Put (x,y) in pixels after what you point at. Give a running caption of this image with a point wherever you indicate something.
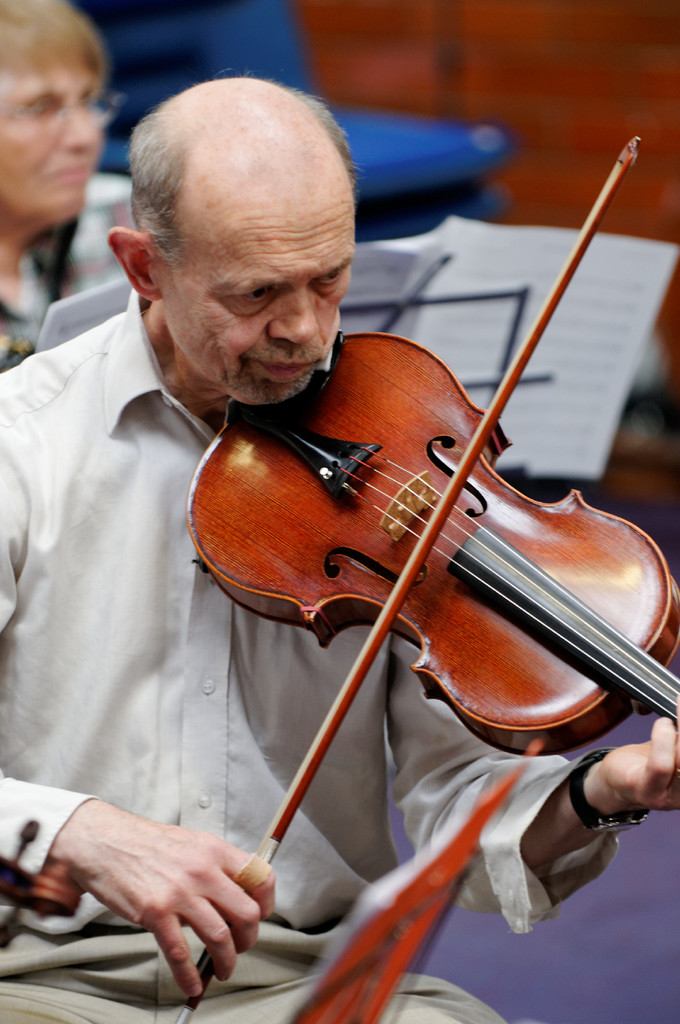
In this picture I can see a person (136,707) holding a violin (302,491) and stick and I can see another person (69,60) backside of him and a blue color chair (236,44) visible at the top (418,153).
